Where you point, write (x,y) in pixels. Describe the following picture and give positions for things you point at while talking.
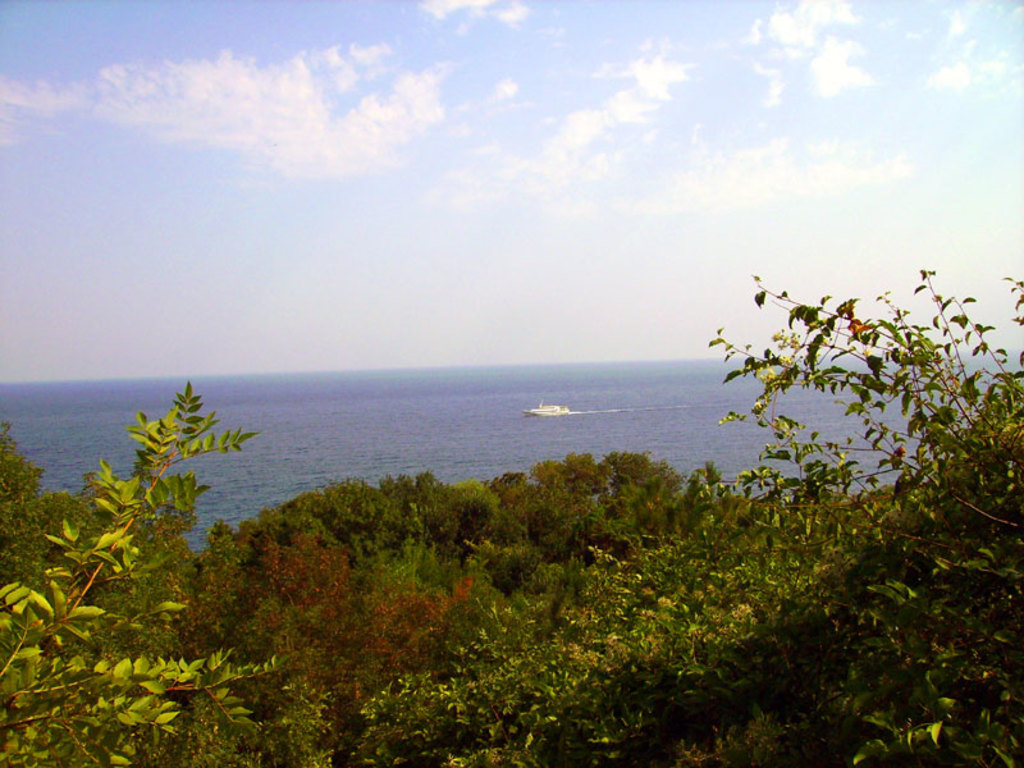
Here at the bottom (543,562) we can see trees (880,462). In the background (361,313) there is a boat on the water (449,378) and clouds (222,71) in the sky (392,217).
